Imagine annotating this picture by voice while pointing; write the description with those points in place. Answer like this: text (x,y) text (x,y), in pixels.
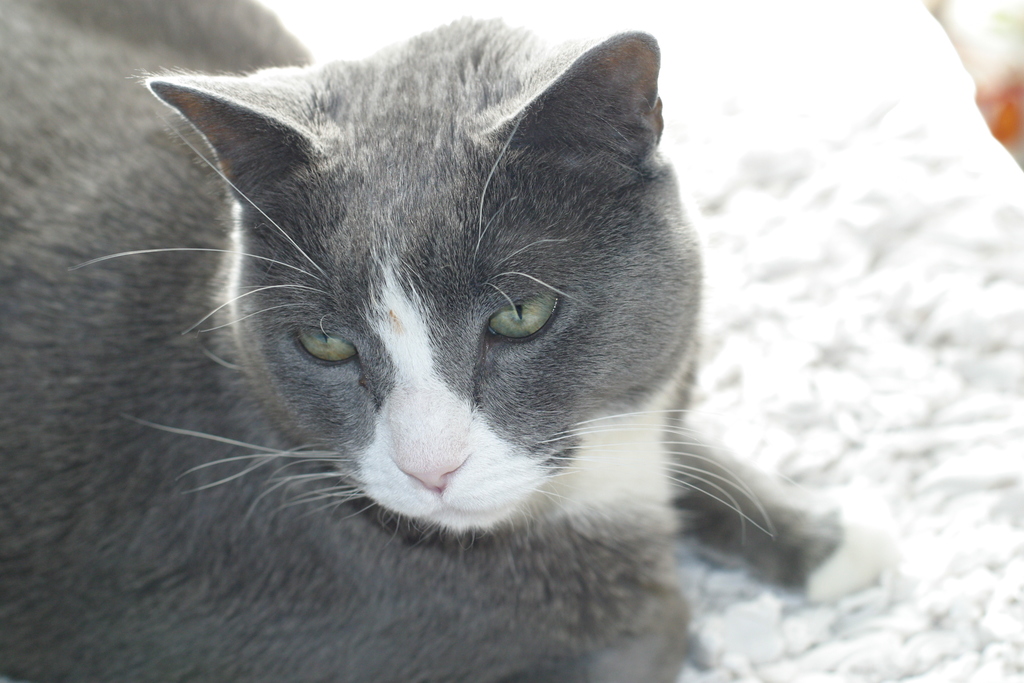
Here we can see a cat (558,528) and there is a blur background (954,260).
